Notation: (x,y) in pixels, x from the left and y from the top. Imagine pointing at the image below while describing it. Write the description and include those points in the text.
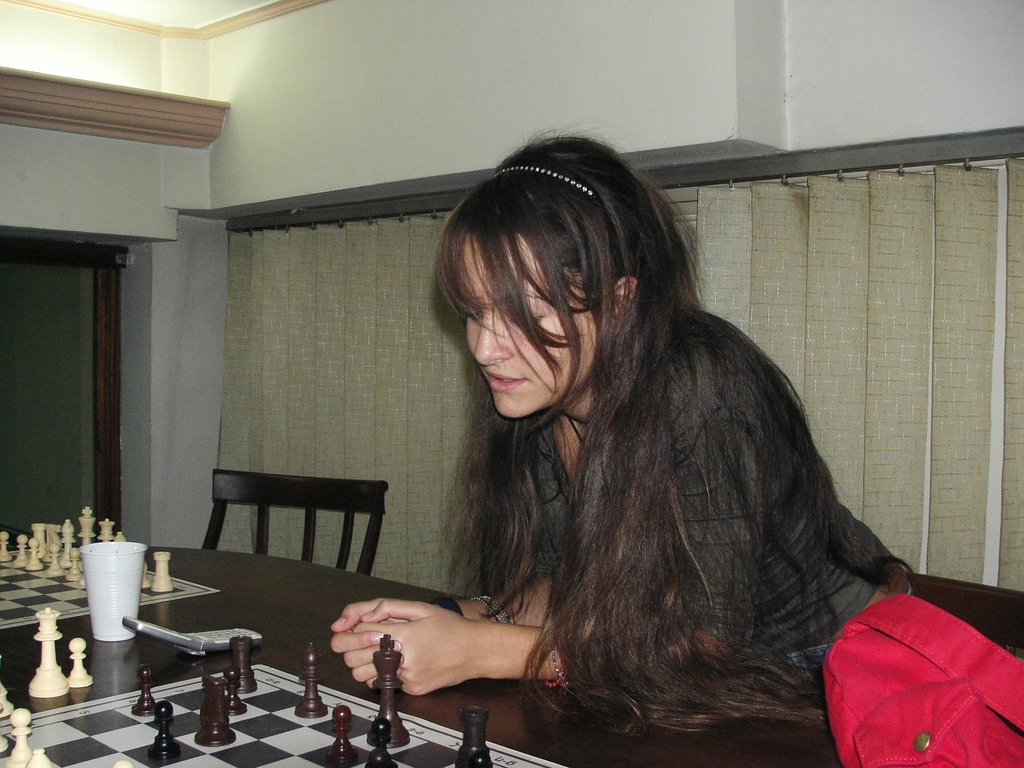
This picture shows a woman (851,573) seated on the chair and playing chess (78,680) And we see blinds (863,181) back of her
